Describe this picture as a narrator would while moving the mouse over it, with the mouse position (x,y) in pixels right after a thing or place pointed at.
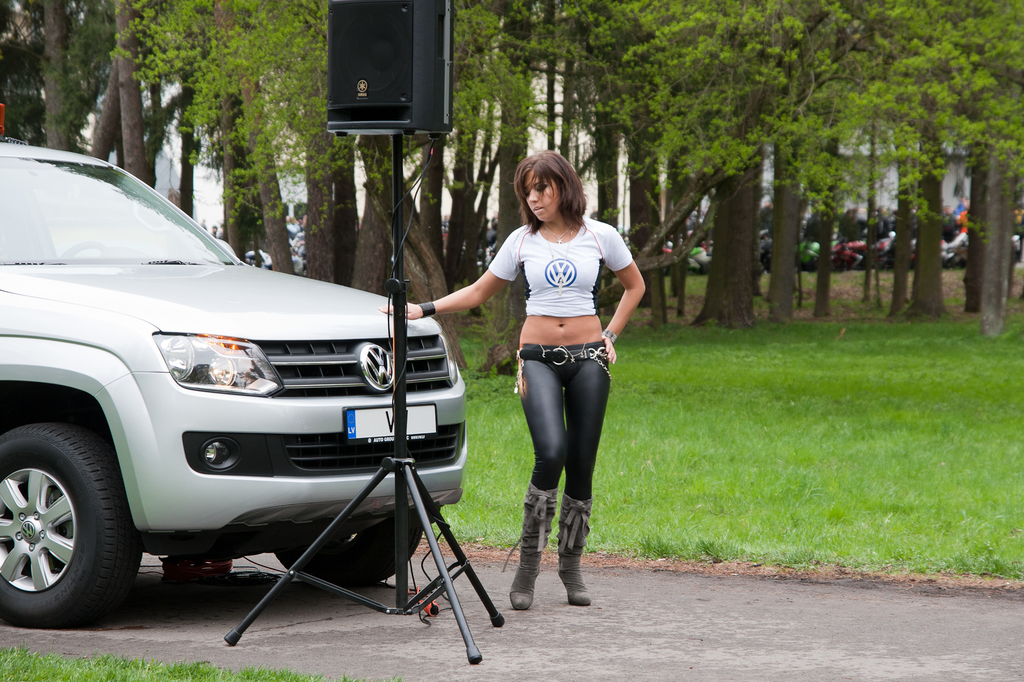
In the center of the image (542,256) we can see woman (541,286) standing at the car (461,438) on the road (317,617). In the foreground (439,556) we can see a speaker (375,112) and stand (443,583). IN the background (766,412) there is a grass (809,354), trees (738,147), building (581,149), and vehicles (850,248).
